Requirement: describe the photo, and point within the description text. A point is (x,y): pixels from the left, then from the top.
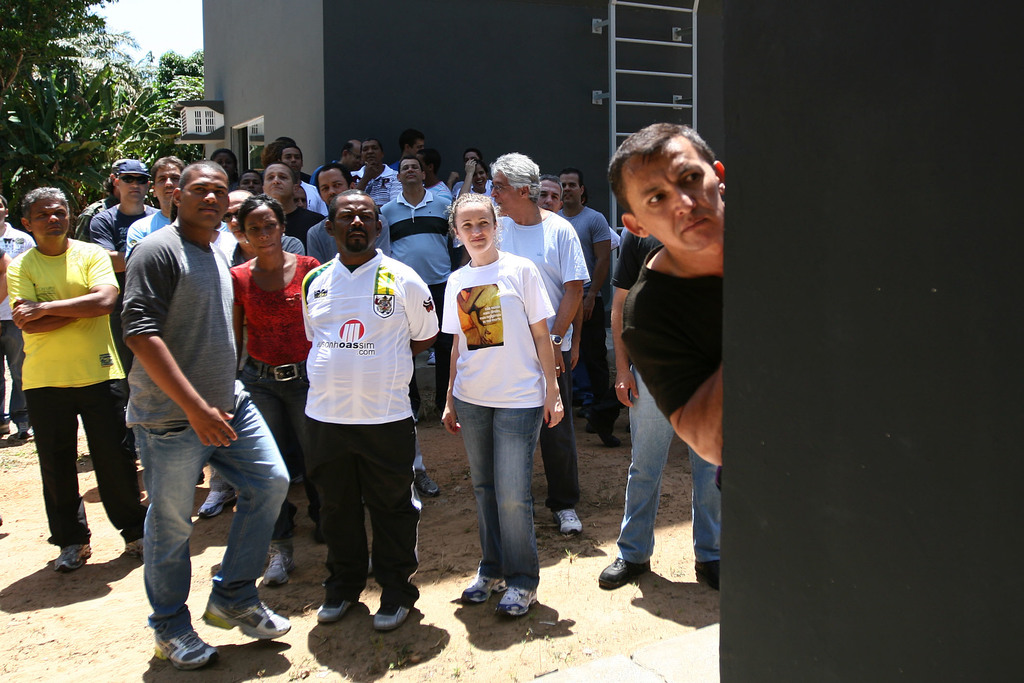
In this image there are a group of people (518,419) standing on the ground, behind them there is a building (618,222) and some trees (50,166).
